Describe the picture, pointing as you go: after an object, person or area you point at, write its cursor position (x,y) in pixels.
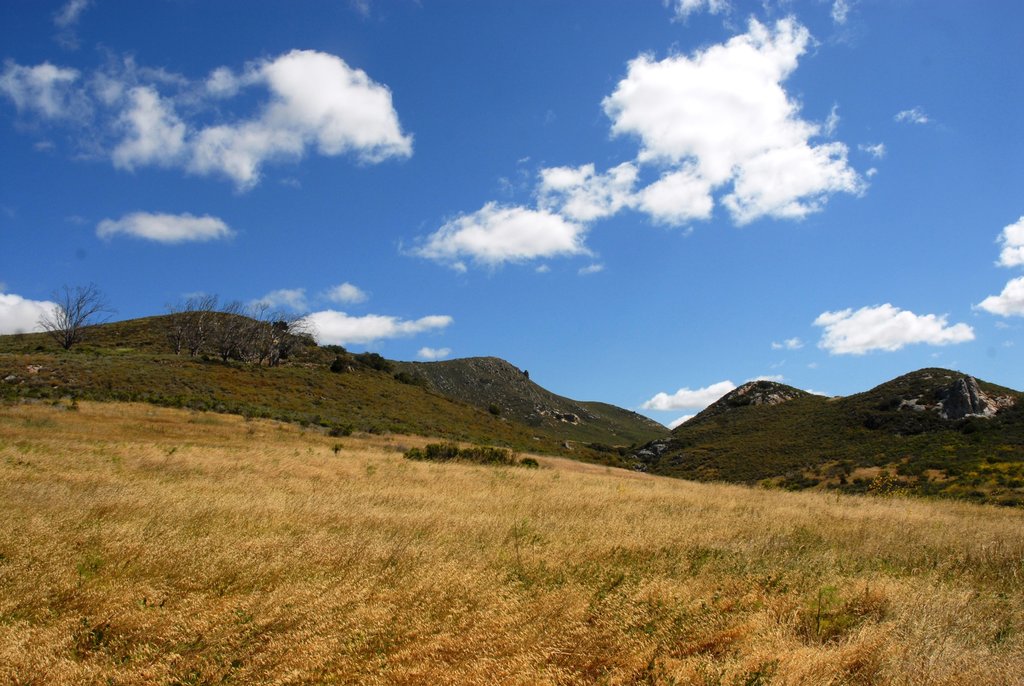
It looks like a scenery where there is grass (425,544) at the bottom (378,499). In the middle (467,375) there are hills (762,389). At the top (471,228) there is the sky (615,257).
